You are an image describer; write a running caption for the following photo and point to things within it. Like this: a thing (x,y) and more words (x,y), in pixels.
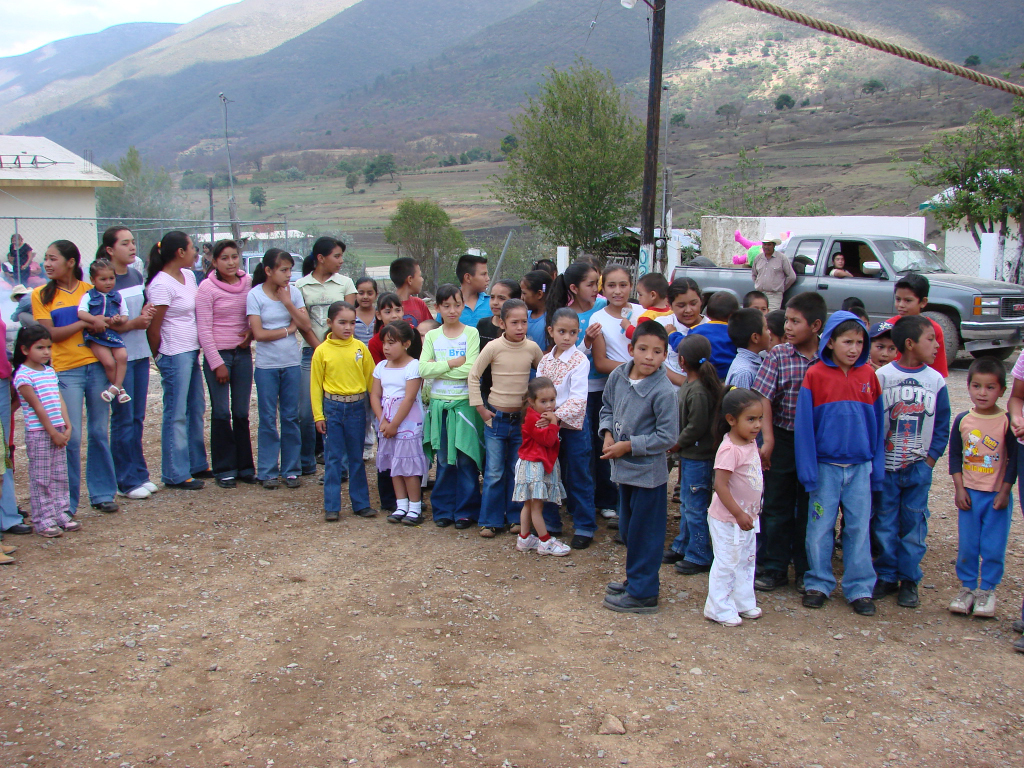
In this image a group of people (70,438) standing in a row. I can see some buildings (15,167), cars (968,279). I can see trees (1023,115), mountains (286,85), pole (652,78) and a rope (934,63) at the top of the image (308,83).
